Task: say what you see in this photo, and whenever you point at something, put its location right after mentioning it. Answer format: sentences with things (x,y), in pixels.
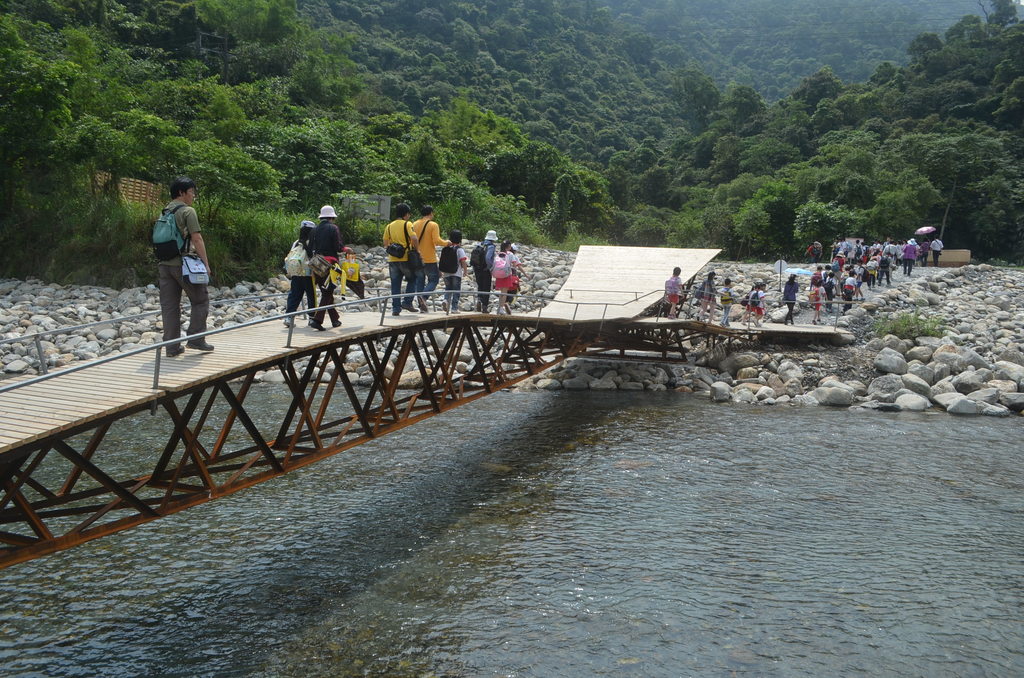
In this picture we can see the water (529,553), stones (800,373), some people (670,301) carrying bags (454,252) and walking on a bridge (588,315), some people (821,272) on the ground (772,305) and some objects (579,277) and in the background (355,71) we can see trees (416,91).
